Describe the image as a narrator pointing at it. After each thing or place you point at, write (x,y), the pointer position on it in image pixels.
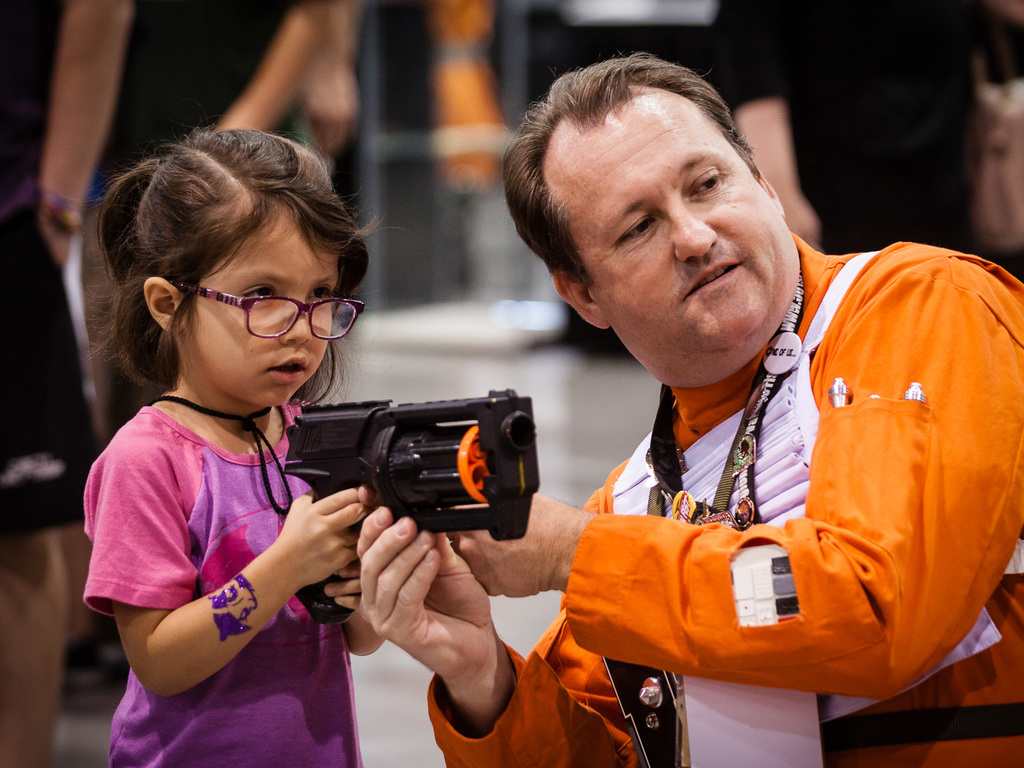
In this image I see a man (980,268) and a girl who are holding the toy gun (384,407). In the background (10,246) I see few people (27,45).
